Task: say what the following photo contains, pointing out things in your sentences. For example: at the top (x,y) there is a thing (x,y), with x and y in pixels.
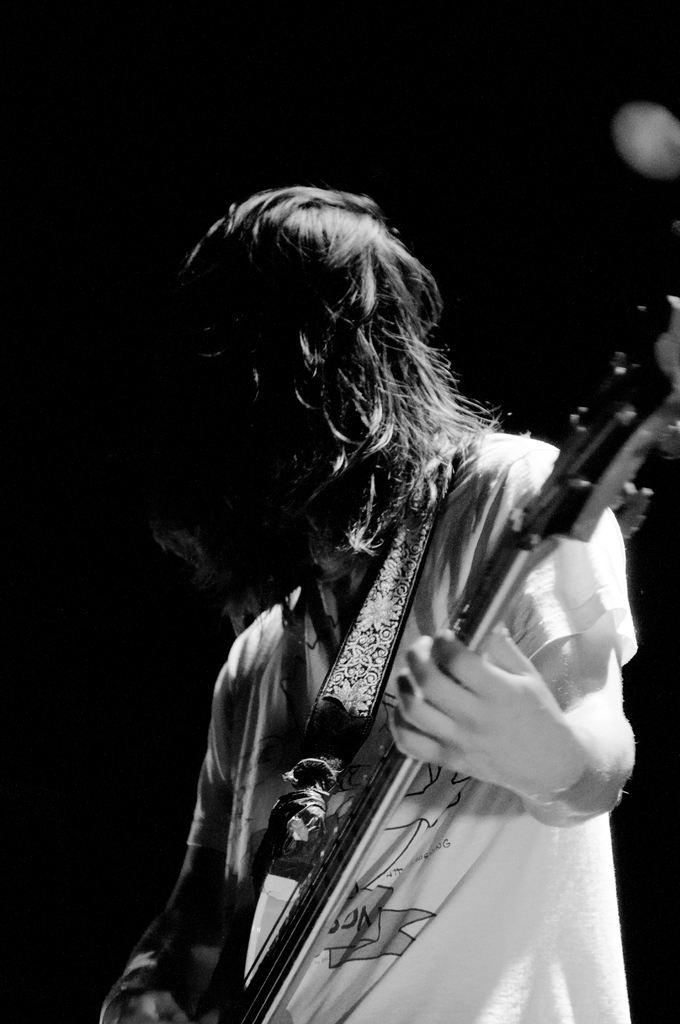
In this picture, there is a Person (322,424) and he seems to be standing and playing Guitar (265,943).
